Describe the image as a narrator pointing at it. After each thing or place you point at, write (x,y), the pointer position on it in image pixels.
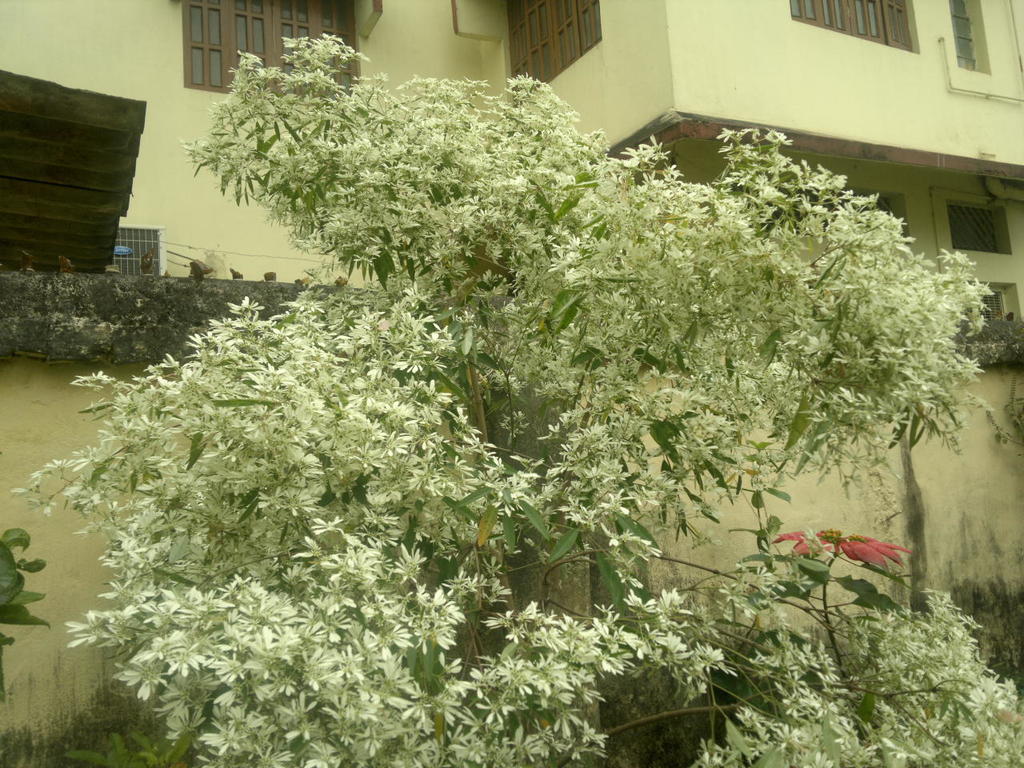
In this image we can see trees (590,309) and plants (29,597). In the background of the image (916,535) there is a wall (48,334), building (198,41) and other objects (34,162).
